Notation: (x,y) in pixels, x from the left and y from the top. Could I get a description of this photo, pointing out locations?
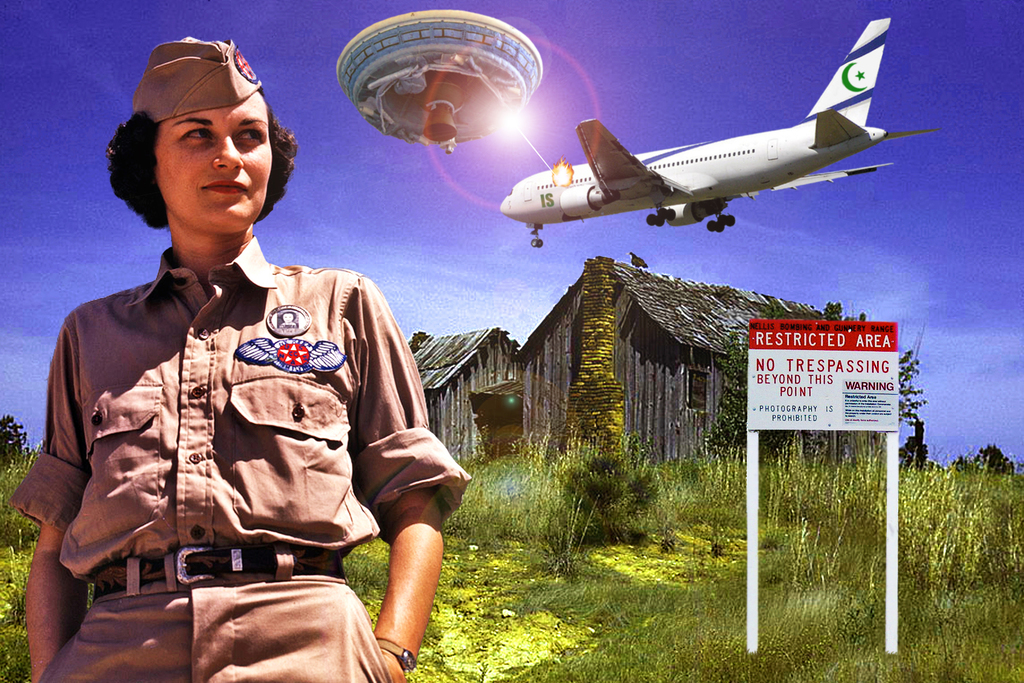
In this image, on the left side (194,519), we can see a woman (213,364) standing. On the right side (816,377), we can see a board (824,365), on the board (824,365), we can see some text (859,341) written on it. In the middle of the image (450,426), we can see some plants (604,462), houses (553,428). At the top (662,197), we can see an airplane (654,193) which is in the air (659,249), we can also see some object (481,51) in the sky (1002,152). At the top (986,183), we can also see a sky (979,198) which is in blue color. At the bottom (688,503), we can see some plants (601,476), trees (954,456) and a grass (443,659).
